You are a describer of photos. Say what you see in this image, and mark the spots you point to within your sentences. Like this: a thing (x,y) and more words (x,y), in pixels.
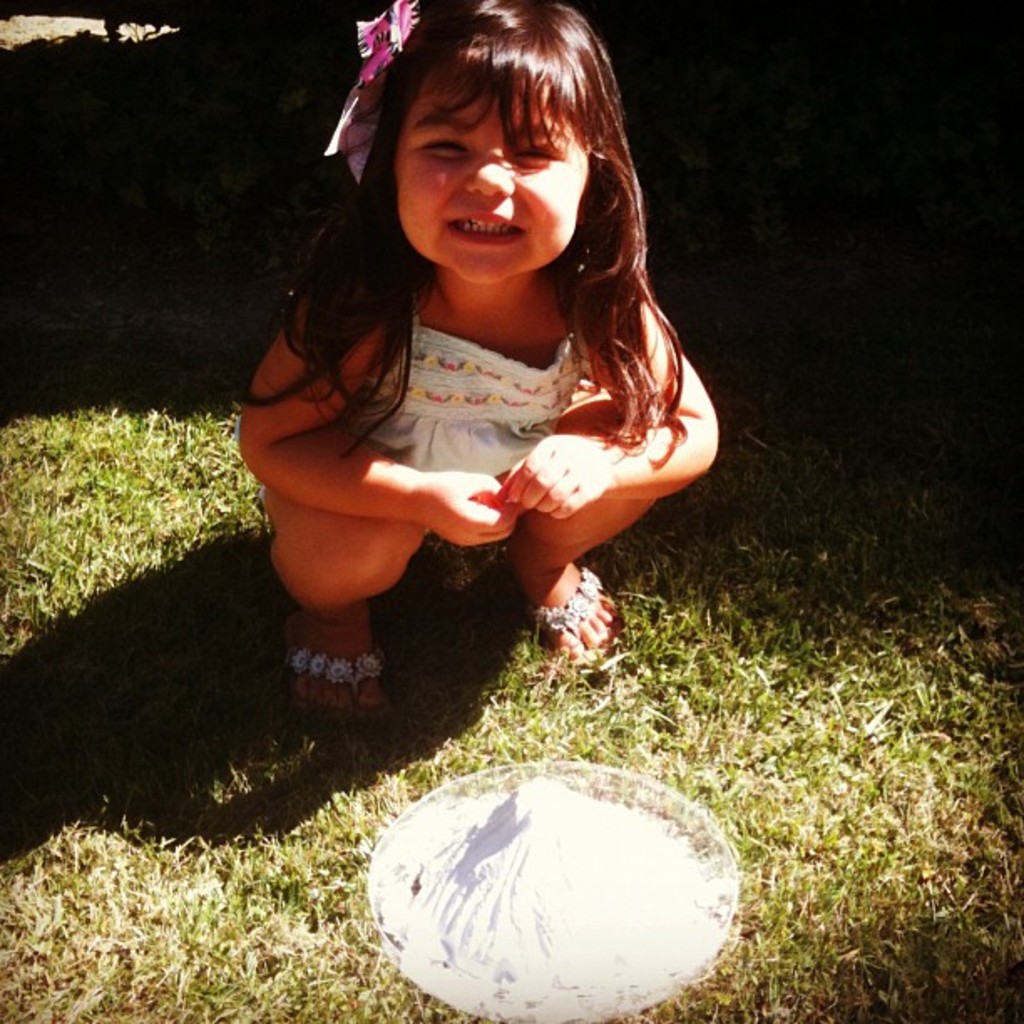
Here we can see a kid (415,455) and a bowl (470,997) on the grass (846,714).
